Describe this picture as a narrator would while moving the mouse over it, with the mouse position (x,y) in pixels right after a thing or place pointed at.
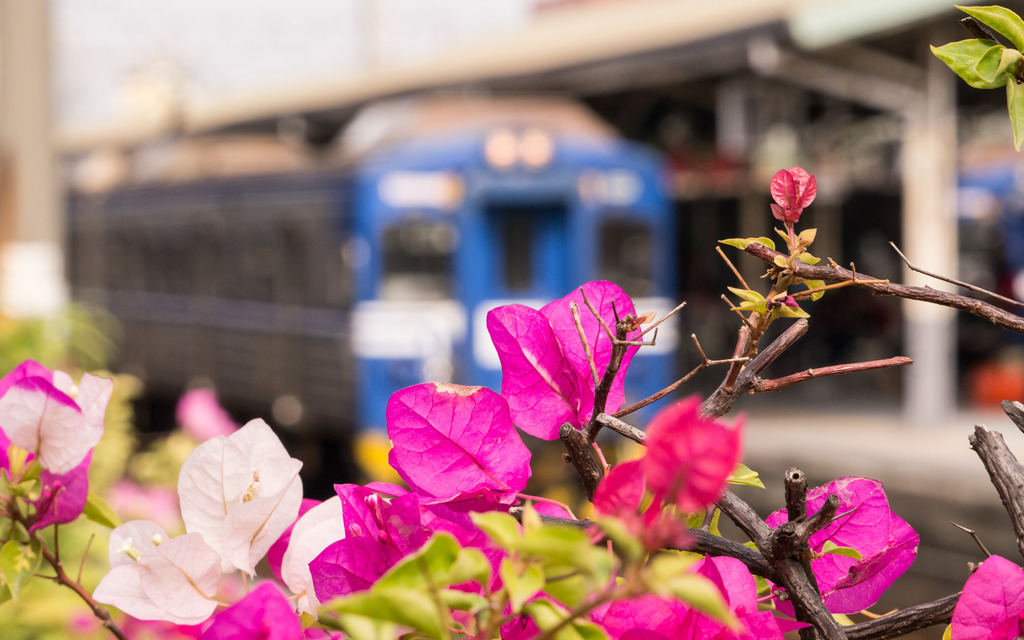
In this image I can see few pink, white and red color flowers (360,492) and few green leaves (492,529). Background (426,97) is blurred.
